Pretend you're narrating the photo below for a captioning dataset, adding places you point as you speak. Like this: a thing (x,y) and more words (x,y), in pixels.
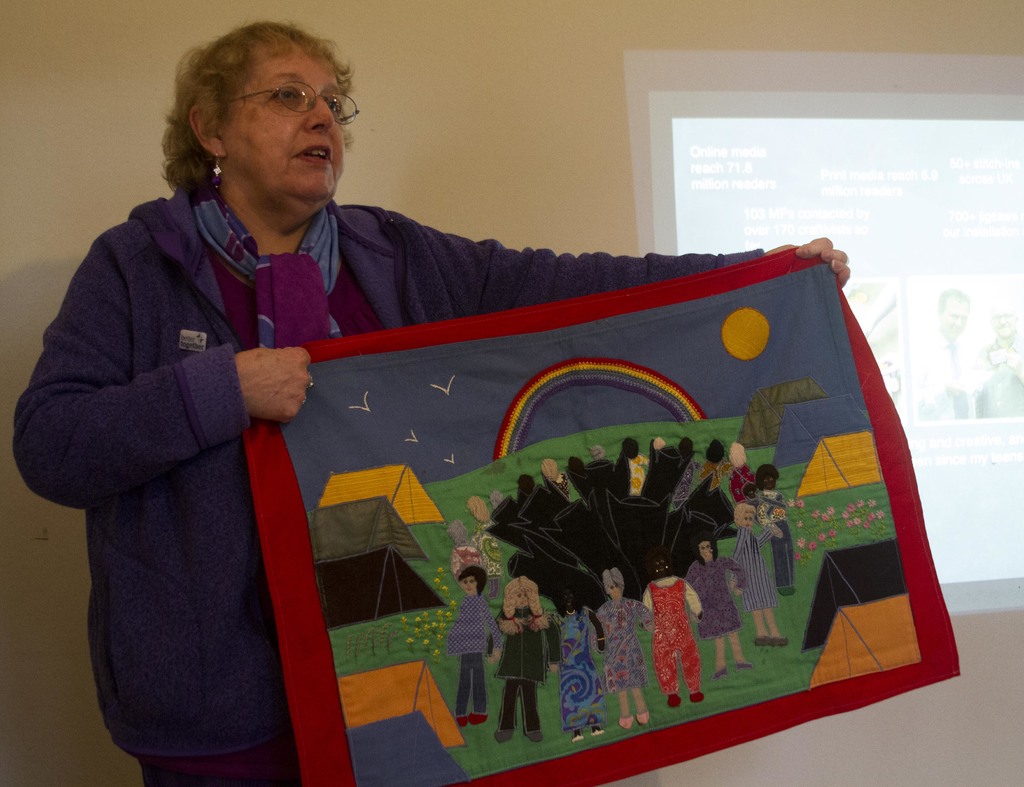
In this image we can see a woman (458,303) holding a cloth (539,503) in which we can see some people (689,682) and behind her we can see the screen (662,180).
